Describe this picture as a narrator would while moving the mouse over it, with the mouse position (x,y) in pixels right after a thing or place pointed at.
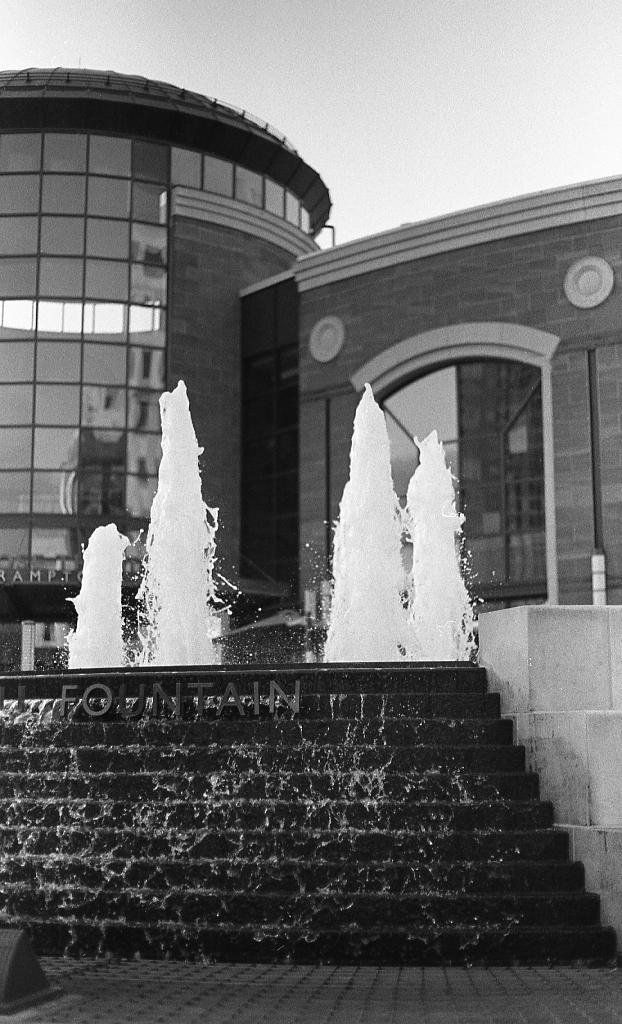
In the image we can see there is a fountain (243,777) and water (243,777) is flowing down from the stairs (211,773) near the fountain (345,632). Behind there are buildings (393,339) and there is a clear sky (569,84). The image is in black and white colour.
